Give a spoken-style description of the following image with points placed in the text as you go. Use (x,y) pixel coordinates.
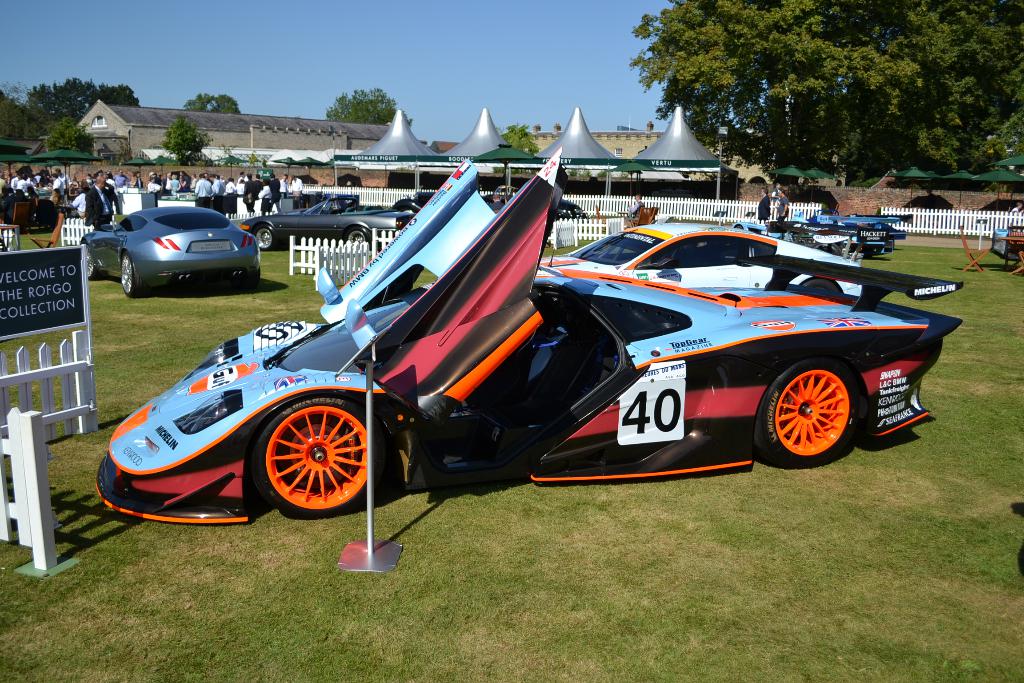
This image consists of a cars (336,364) kept on the ground (591,605). At the bottom (788,584), there is green grass (736,531). To the left (16,196), there are many people (3,202). In the background (38,111), there is a fencing (982,219) along with trees (824,116) and sky (440,47).
